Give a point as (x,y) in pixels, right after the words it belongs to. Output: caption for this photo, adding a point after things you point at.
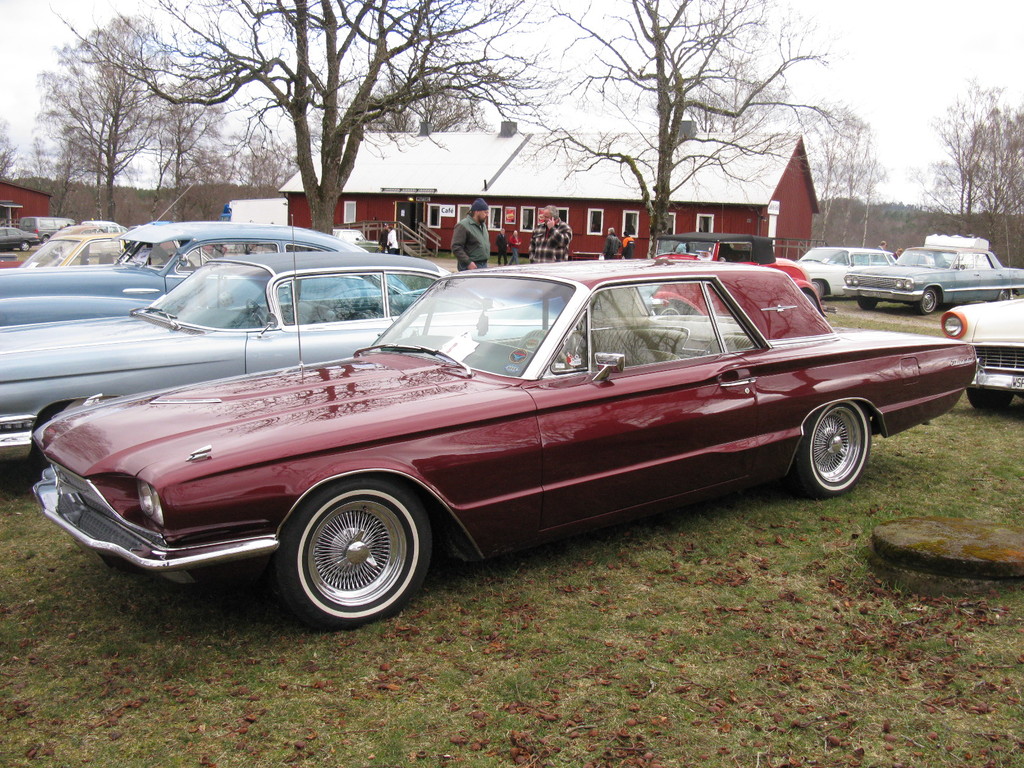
In this picture we can see some vehicles (674,303) parked on the grass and some people (567,234) are standing and some people (468,235) are walking on the path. Behind the people (548,247) there are houses (491,223), trees (110,80) and the sky (837,80).
